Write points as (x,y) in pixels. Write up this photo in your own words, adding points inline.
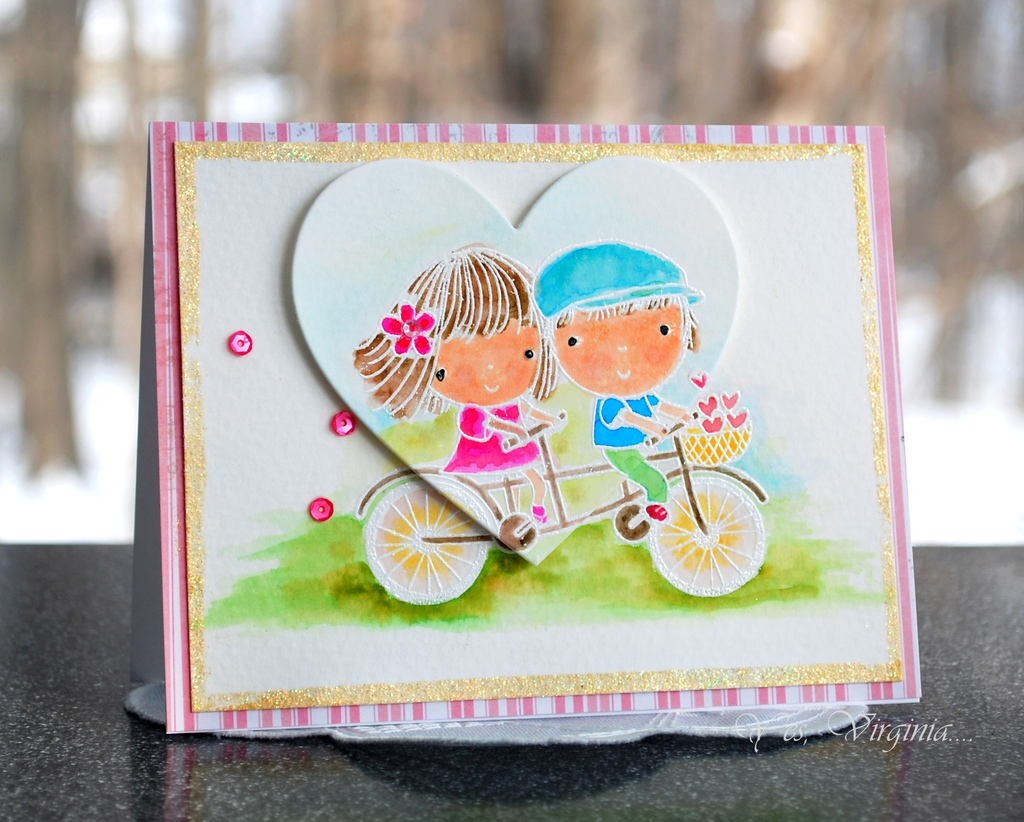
In this image there is a card (559,484), there is a painting (559,484) on the card (620,512), there is text (802,722) towards the bottom of the image (810,736), the background of the image (865,61) is blurred.
